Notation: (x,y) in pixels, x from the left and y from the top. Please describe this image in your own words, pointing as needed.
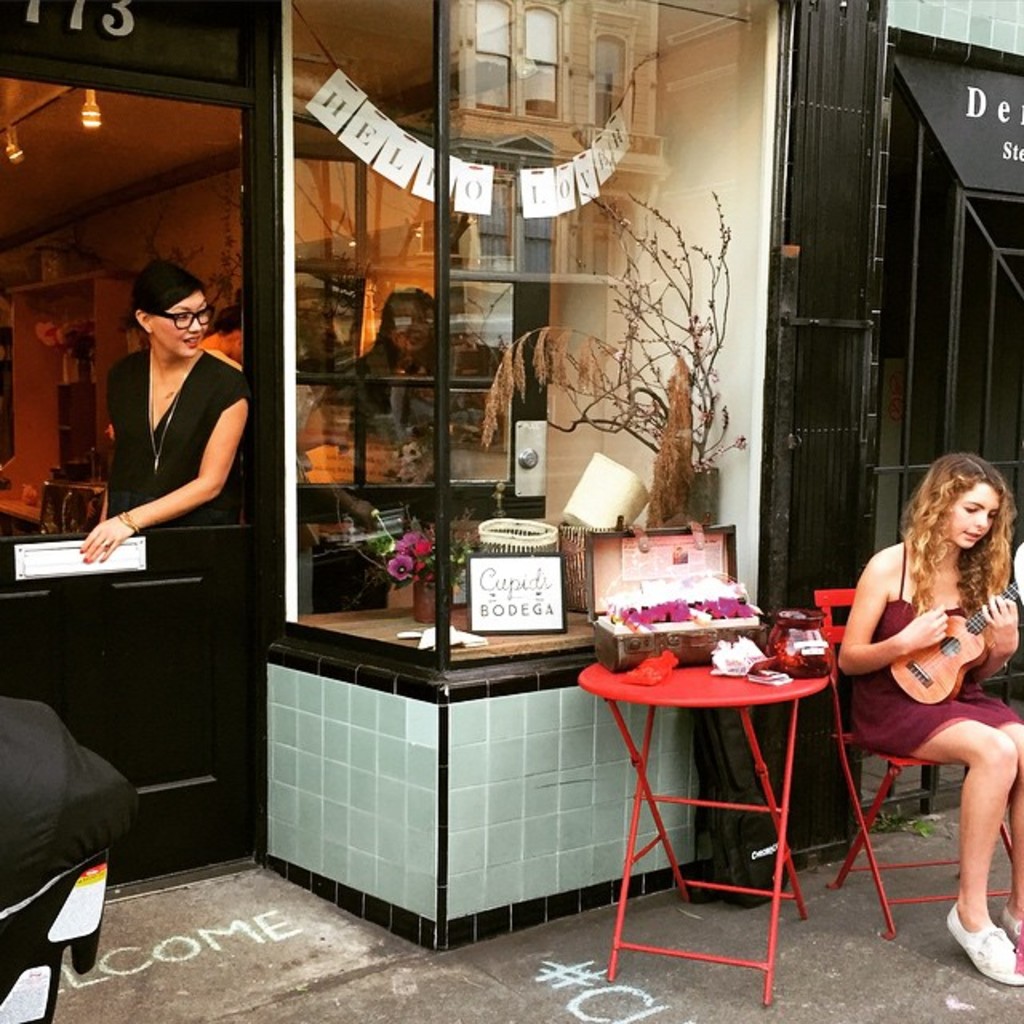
On the right side of the image (897,722) there is a woman (894,741) sitting on the chair (905,754) and holding a guitar (969,645) in her hand (999,616). On the left side (193,326) there is another woman (189,430) wearing black color dress (198,415) and looking at this woman (912,582). In the background (877,337) there is a wall (515,784), rack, table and few flowers (682,606) are arranged in a box (693,633).
